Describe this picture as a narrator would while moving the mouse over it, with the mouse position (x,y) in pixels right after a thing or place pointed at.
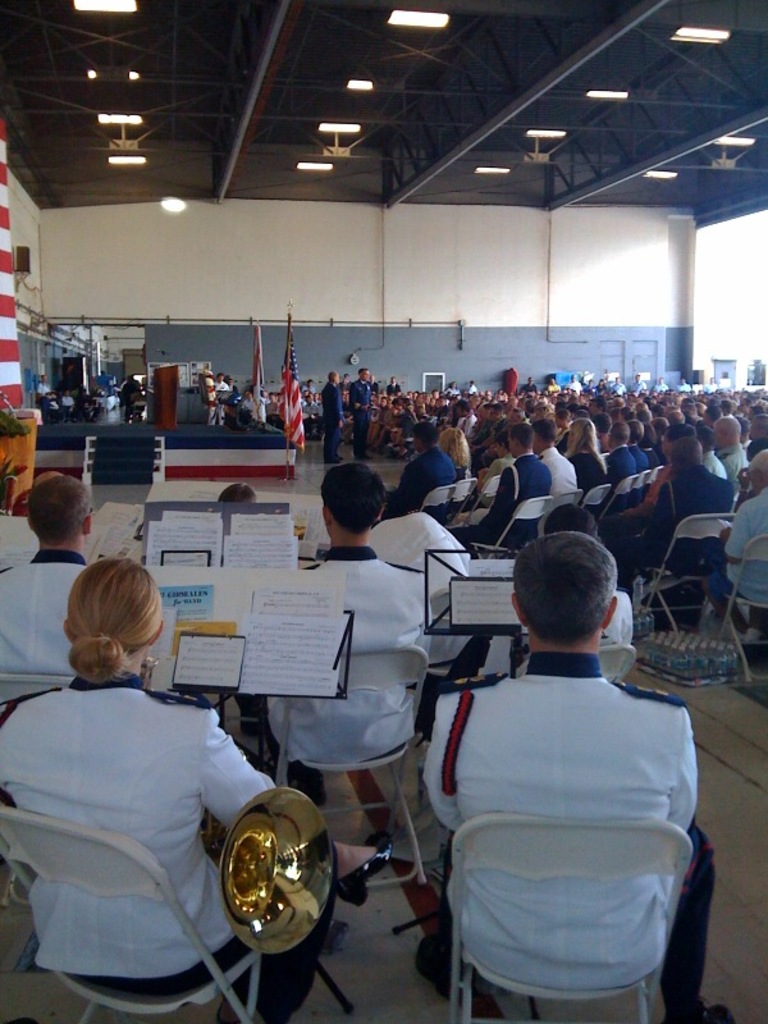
In this image we can see few persons (197,740) are sitting on the chairs (238,1014) and there are papers (260,601) on the stands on the floor (37,999) and there is a musical instrument (252,872) on a person (201,857). In the background (391,406) there are few persons (543,402) sitting on the chairs (543,520), few persons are standing and there is a podium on the stage (138,455), flags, pipes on the wall (262,247), lights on the poles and other objects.
